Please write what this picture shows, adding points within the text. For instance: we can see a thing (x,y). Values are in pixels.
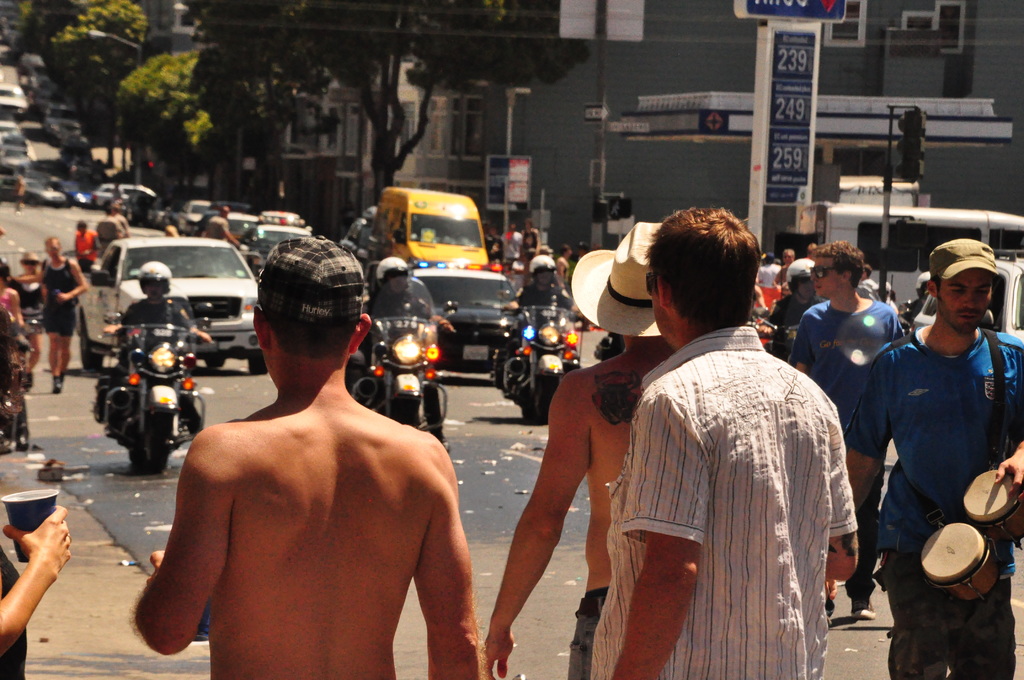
in This picture we see few people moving on vehicles (474,260) and we see few people (268,314) are standing on the road (69,661) and we see some buildings (563,115) and couple of trees (224,6).
